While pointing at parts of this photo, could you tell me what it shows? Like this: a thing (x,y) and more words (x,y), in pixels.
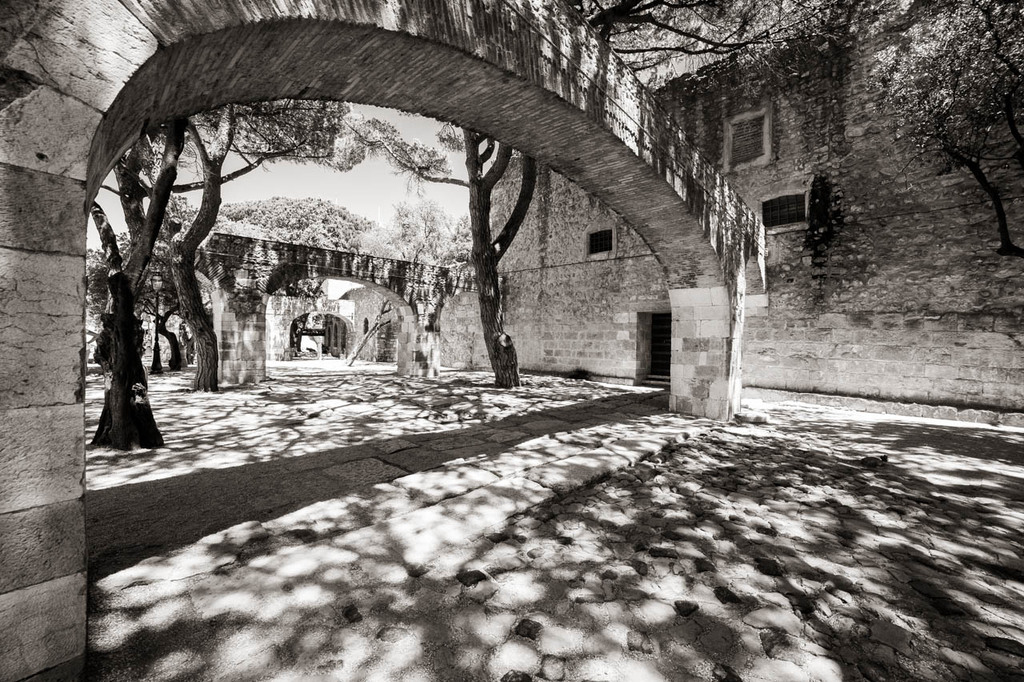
As we can see in the image there are buildings (598,262), trees (782,41) and windows (599,247). At the top (352,181) there is sky (352,181).
